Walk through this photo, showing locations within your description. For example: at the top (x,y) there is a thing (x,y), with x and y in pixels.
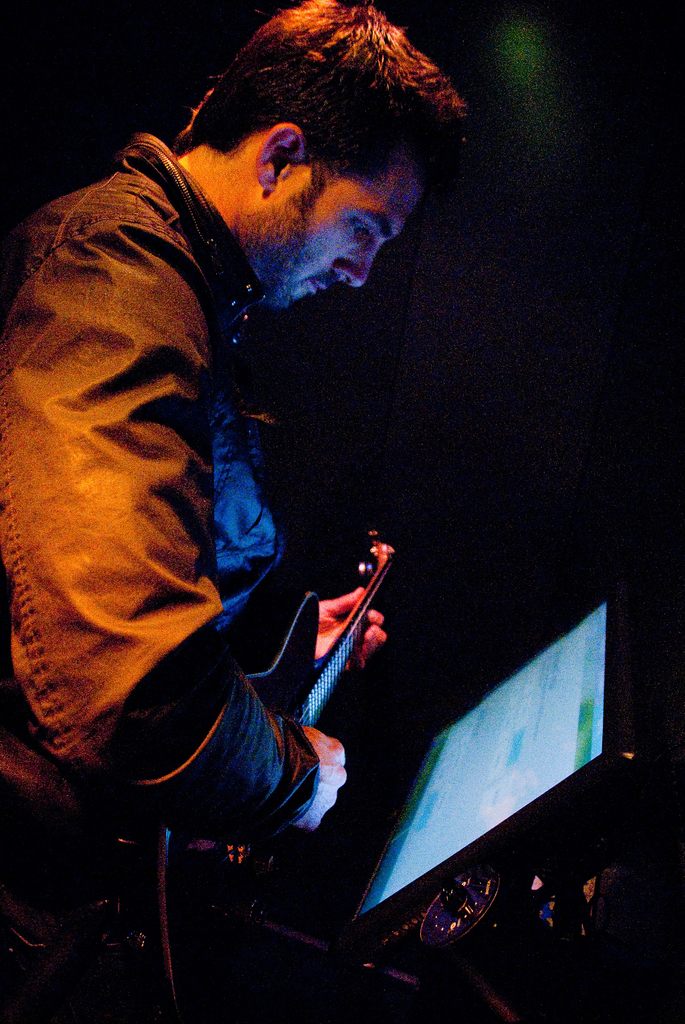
The person (327,652) is playing guitar (286,656) and there is a screen (503,750) in front of him.
